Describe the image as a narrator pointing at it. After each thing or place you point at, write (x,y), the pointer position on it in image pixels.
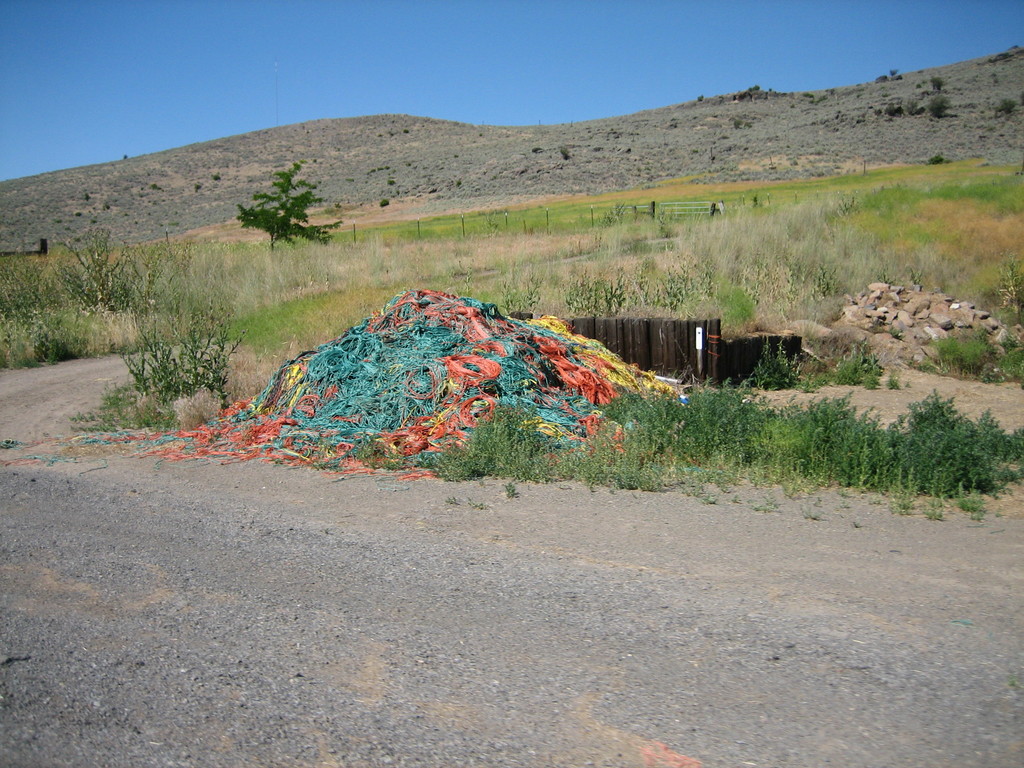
In the foreground of this image (327,627), there is a road (301,638), grass (717,464), few plants (106,306), stones (863,320) and it seems like colored wires (472,379). In the background (760,195), there is grassland (704,216), hills (413,123) and the sky (450,45).
